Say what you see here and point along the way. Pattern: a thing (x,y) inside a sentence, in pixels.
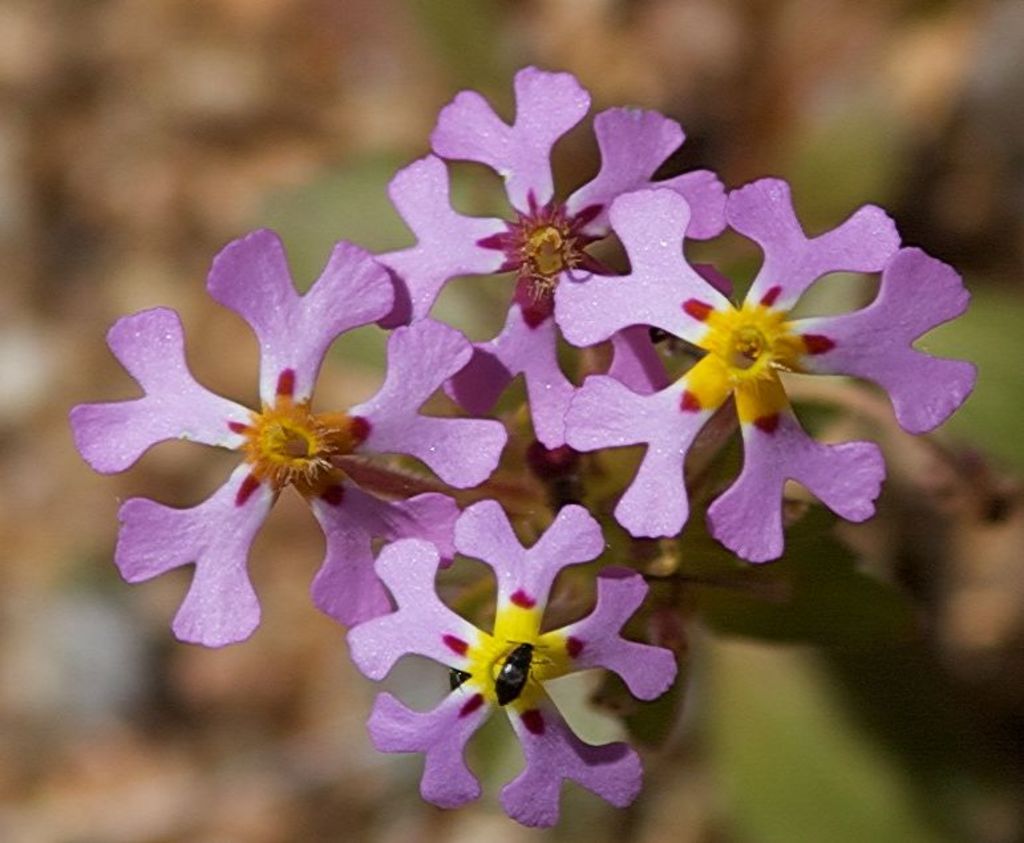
In this image I can see an insect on the flower (533,607) and the flowers (514,698) are in purple and yellow color and I can see the blurred background (35,64).
